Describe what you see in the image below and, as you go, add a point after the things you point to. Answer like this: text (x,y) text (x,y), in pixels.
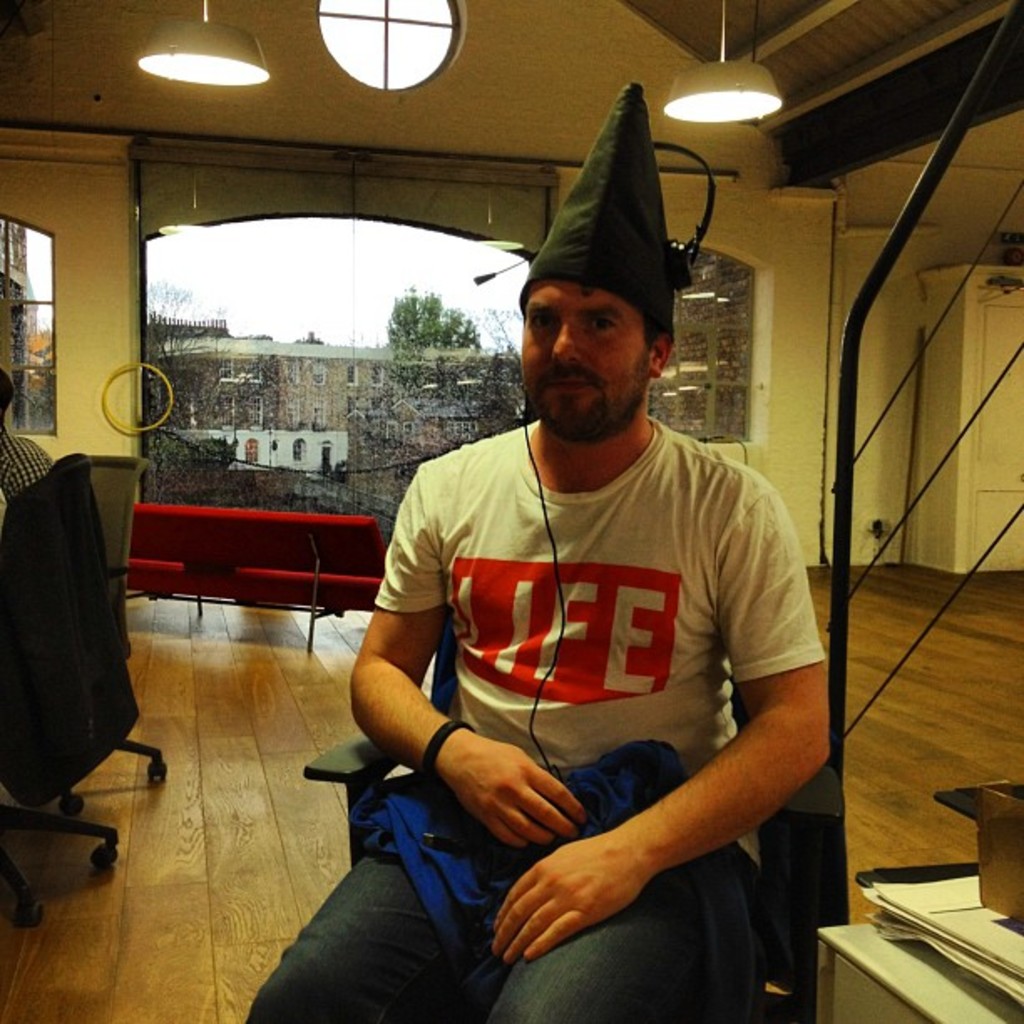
In this Image I see a man (586,1010) who is sitting on a chair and In the background (264,419) i see 2 chairs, lights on the ceiling (851,35) and I can see the buildings (709,300) through the windows (464,257).
